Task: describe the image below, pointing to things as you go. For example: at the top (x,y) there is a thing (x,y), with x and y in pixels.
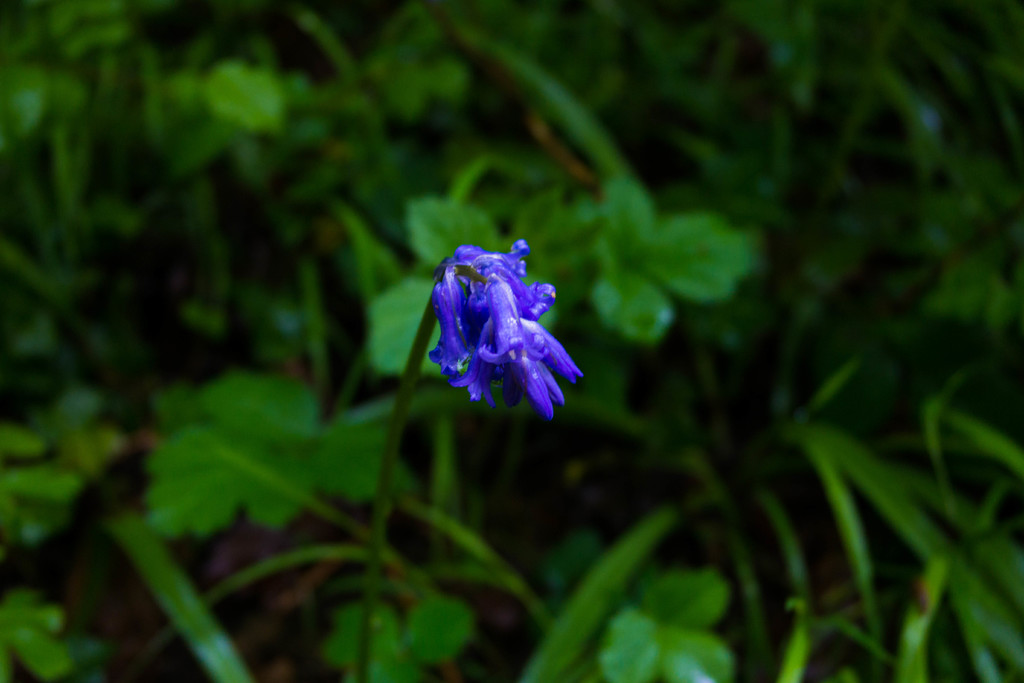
As we can see in the image there are plants (361,145) and a flower (484,343).
